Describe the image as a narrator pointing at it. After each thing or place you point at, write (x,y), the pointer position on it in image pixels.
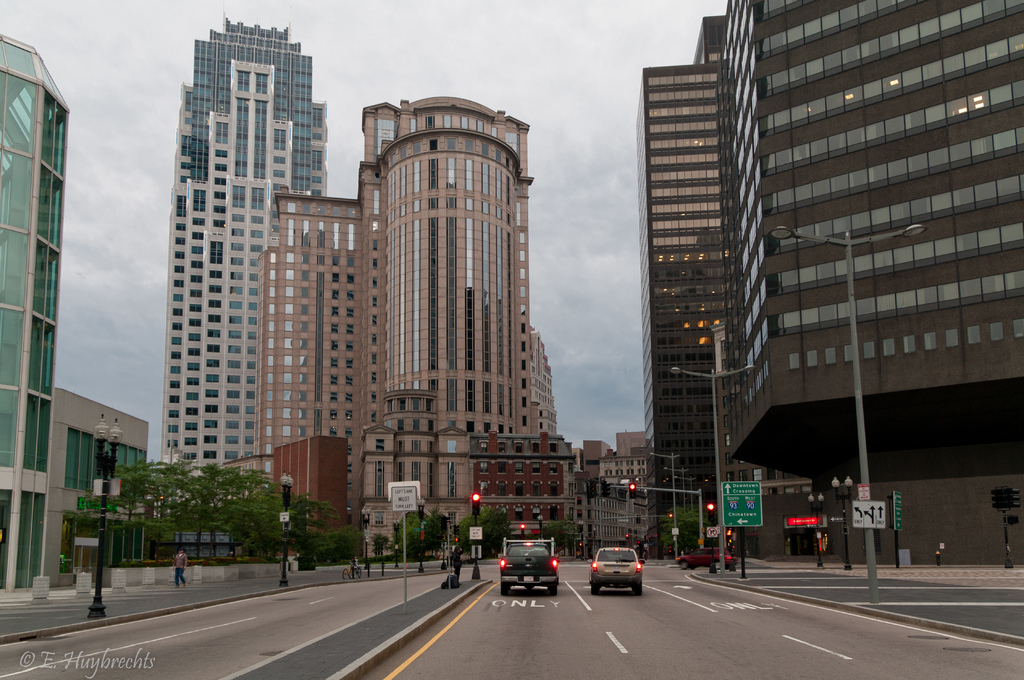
In the picture I can see vehicles (528,560) moving on the road (371,603), I can see the boards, light poles (720,551), traffic signal poles (729,539), trees (335,547), people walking on the sidewalk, I can see tower buildings (848,178) and the sky (553,303) in the background (125,194). Here we can see the watermark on the bottom left side of the image (23,660).
